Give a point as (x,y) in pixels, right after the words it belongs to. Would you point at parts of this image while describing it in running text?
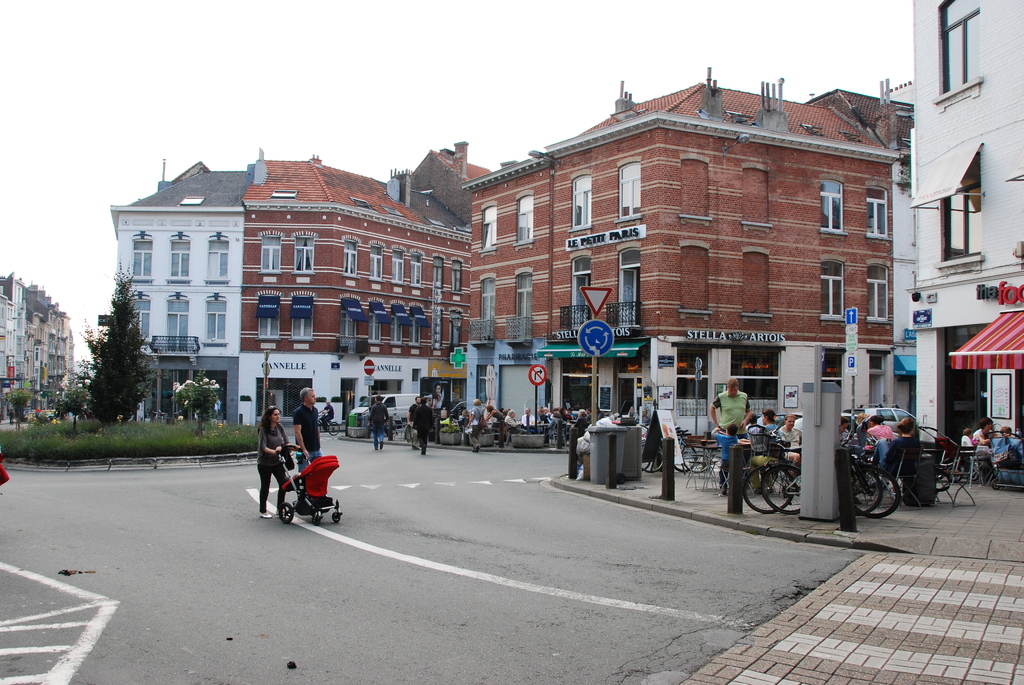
Buildings (500,306) with windows (419,275). Here we can see people (506,434), bicycles (864,477), baby chair (287,503), bin (609,430), vehicle (389,410), sign boards (590,326) and plants (124,403).
